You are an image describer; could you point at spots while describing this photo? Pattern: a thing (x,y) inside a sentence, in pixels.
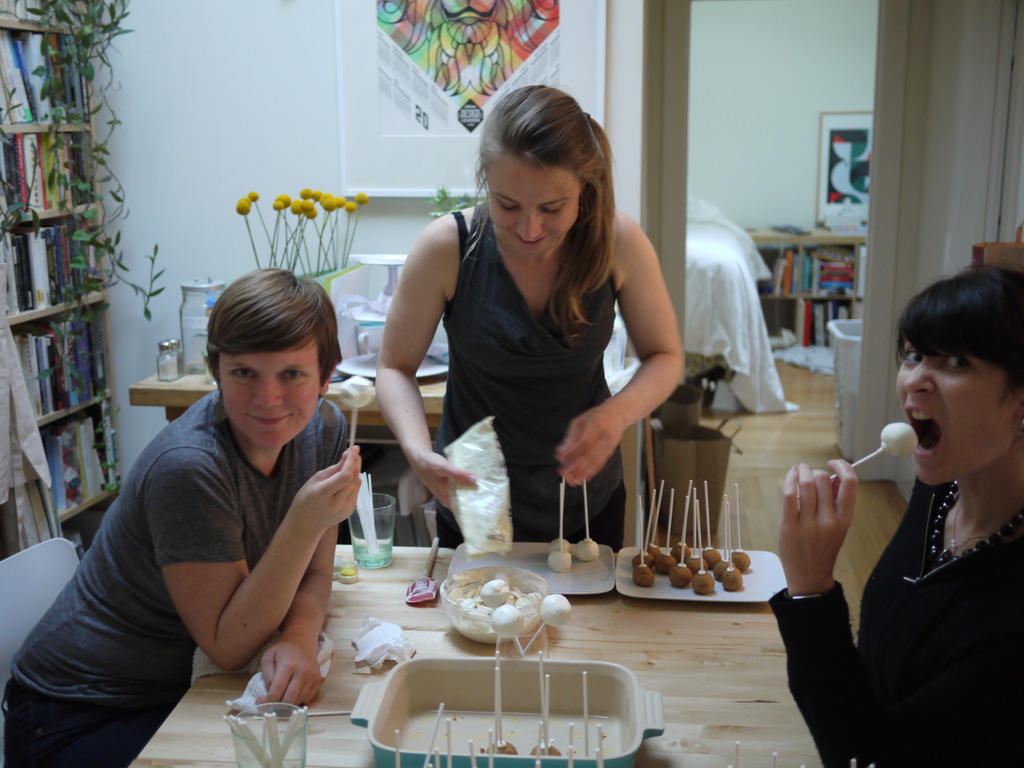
This is a table (675,662) with a bowl (508,582), plates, glass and some other objects (462,730) on it. There are two persons (961,612) sitting on the chairs (32,603) and one woman (519,426) is standing. This looks like another room (694,295) with a bed (733,277). Here is another table (172,382) with some glass jars (208,290) and other things (361,285). This is a poster (347,82) attached to the wall (295,80). Here this looks like a bookshelf (41,216) where some books (44,267) are placed in it.
